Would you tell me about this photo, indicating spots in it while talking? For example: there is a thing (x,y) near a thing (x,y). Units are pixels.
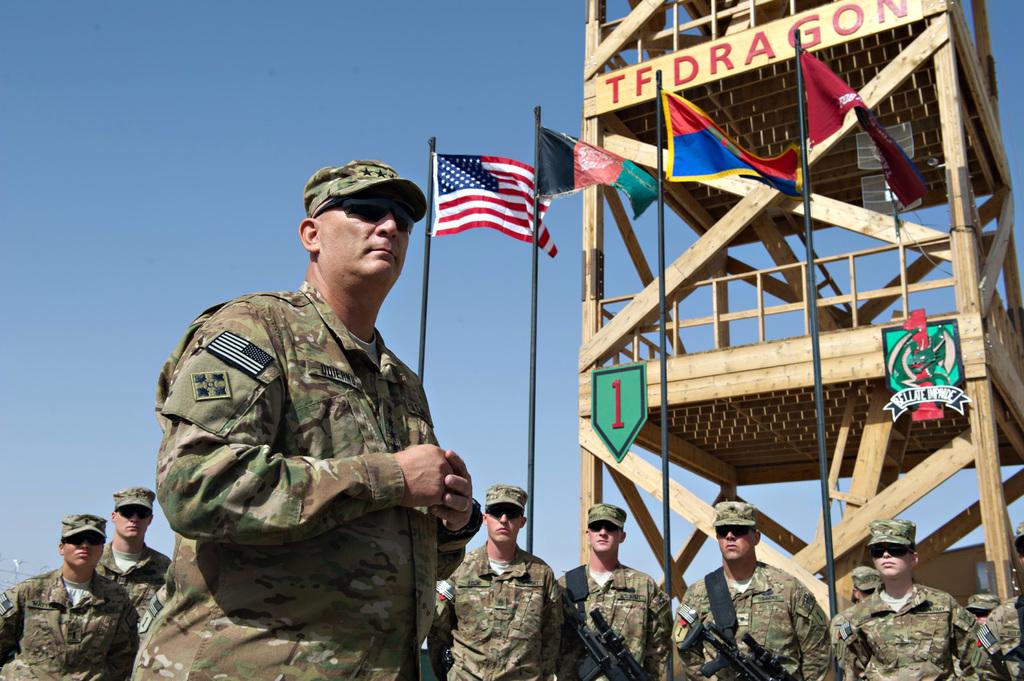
In this image I can see number of persons (328,502) wearing uniforms (284,490) and caps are standing and I can see some of them are wearing guns (624,645). In the background (466,172) I can see few flags (834,90), a wooden tower (722,306) and the sky (93,391).
